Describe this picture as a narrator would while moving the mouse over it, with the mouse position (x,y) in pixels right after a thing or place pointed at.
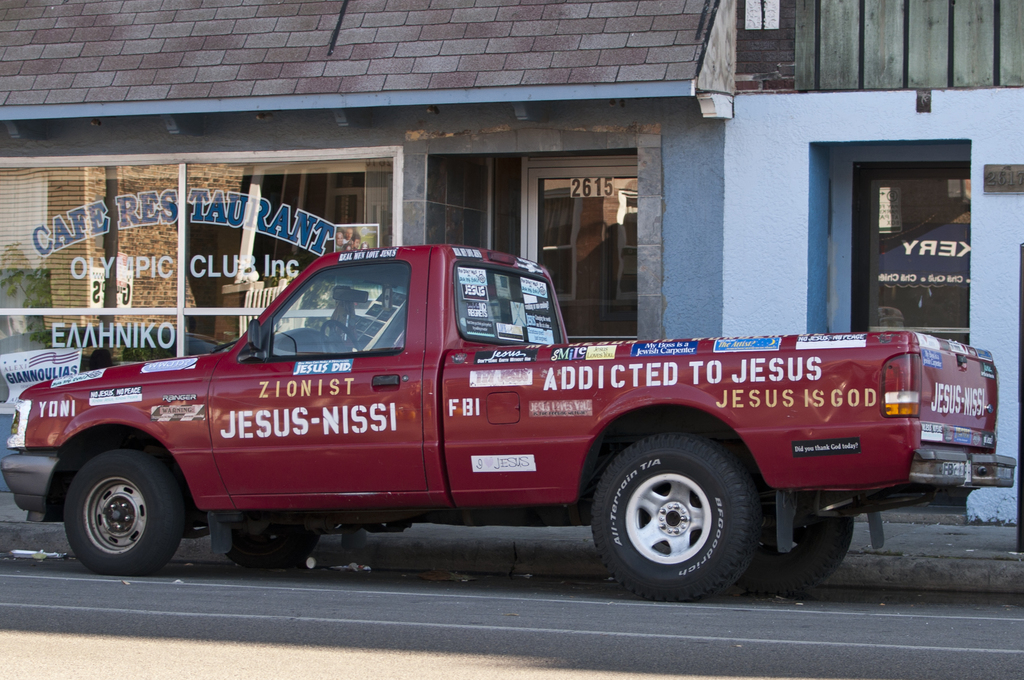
In this image we can see a vehicle (421,489) on the road (513,619). In the background (396,41) there is a house (333,205), door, texts (162,330) on the glass (214,302), roof (566,59) and other objects (125,299).
